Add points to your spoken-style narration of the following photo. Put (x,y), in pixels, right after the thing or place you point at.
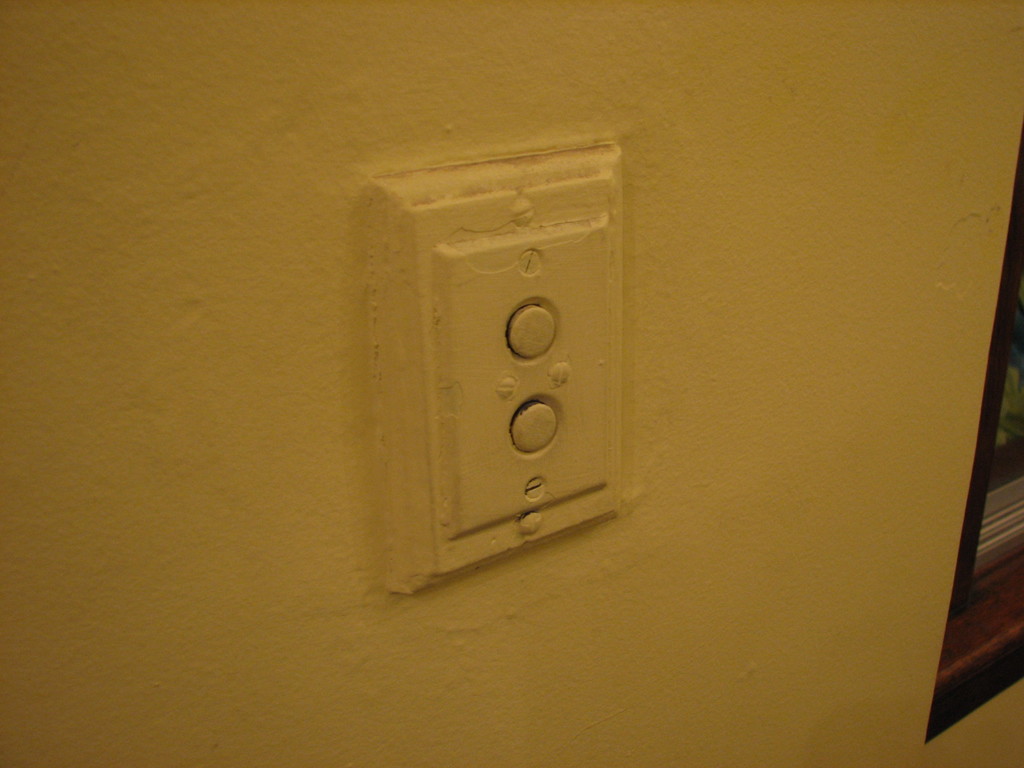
In this image we can see the plain wall (274,3) with some screws (525,488) and also the window (1004,563) on the right (1000,519).
